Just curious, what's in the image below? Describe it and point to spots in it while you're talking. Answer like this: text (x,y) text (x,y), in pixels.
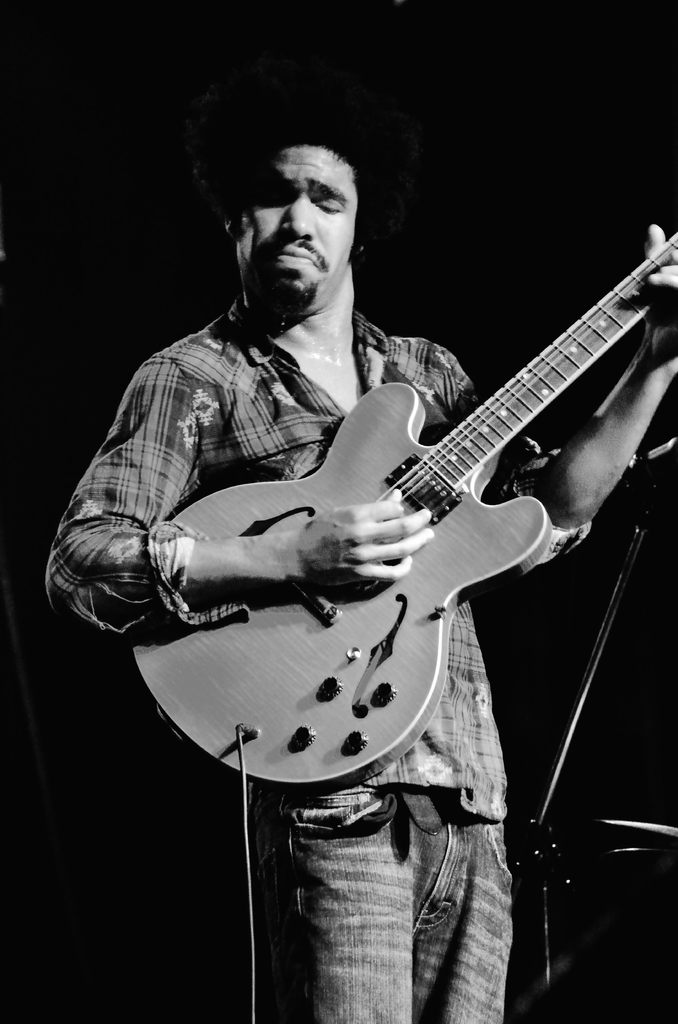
In this picture there is a man (324,1017) holding a guitar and playing it.
